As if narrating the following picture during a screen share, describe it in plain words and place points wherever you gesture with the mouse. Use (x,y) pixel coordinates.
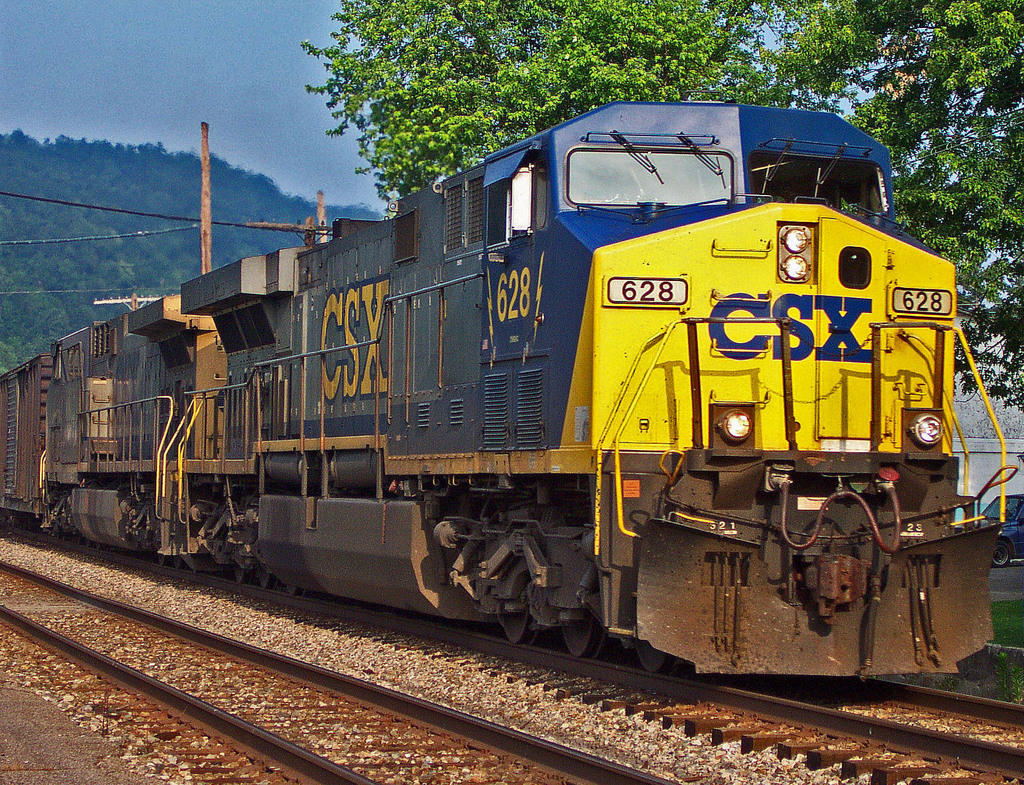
In this image, there are two railway tracks (387,725), there is a yellow and blue color train (446,427) on the track (856,736), there are some green color trees (560,62), at the top (150,60) there is a blue color sky (195,66).
